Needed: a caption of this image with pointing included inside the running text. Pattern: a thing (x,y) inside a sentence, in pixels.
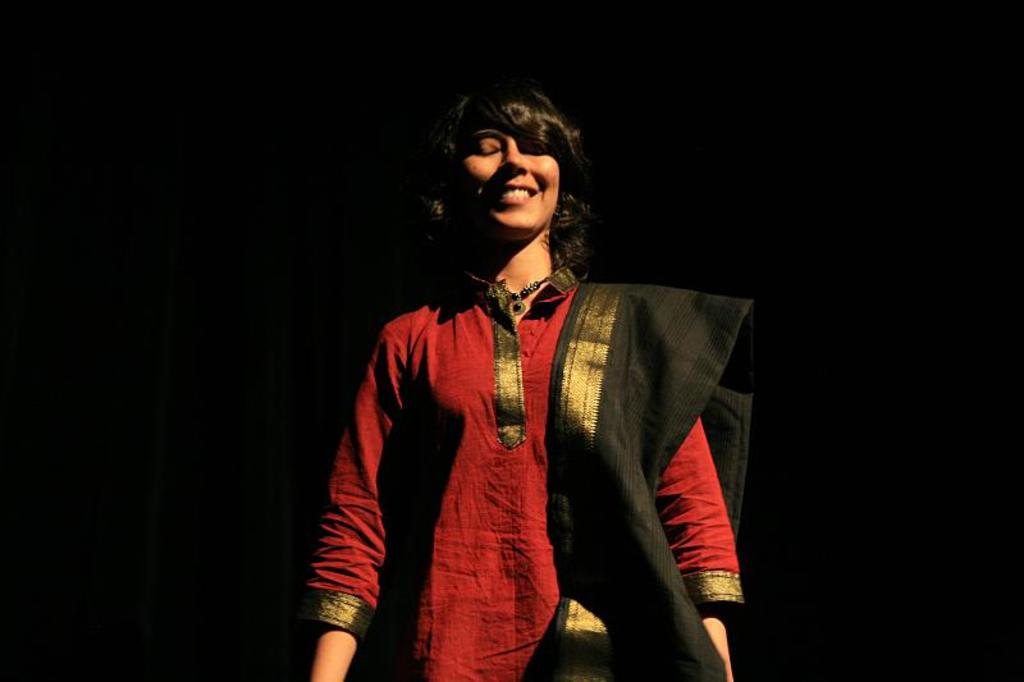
In this picture we can see a woman (534,381) standing and smiling. Background (17,614) is black in color.
